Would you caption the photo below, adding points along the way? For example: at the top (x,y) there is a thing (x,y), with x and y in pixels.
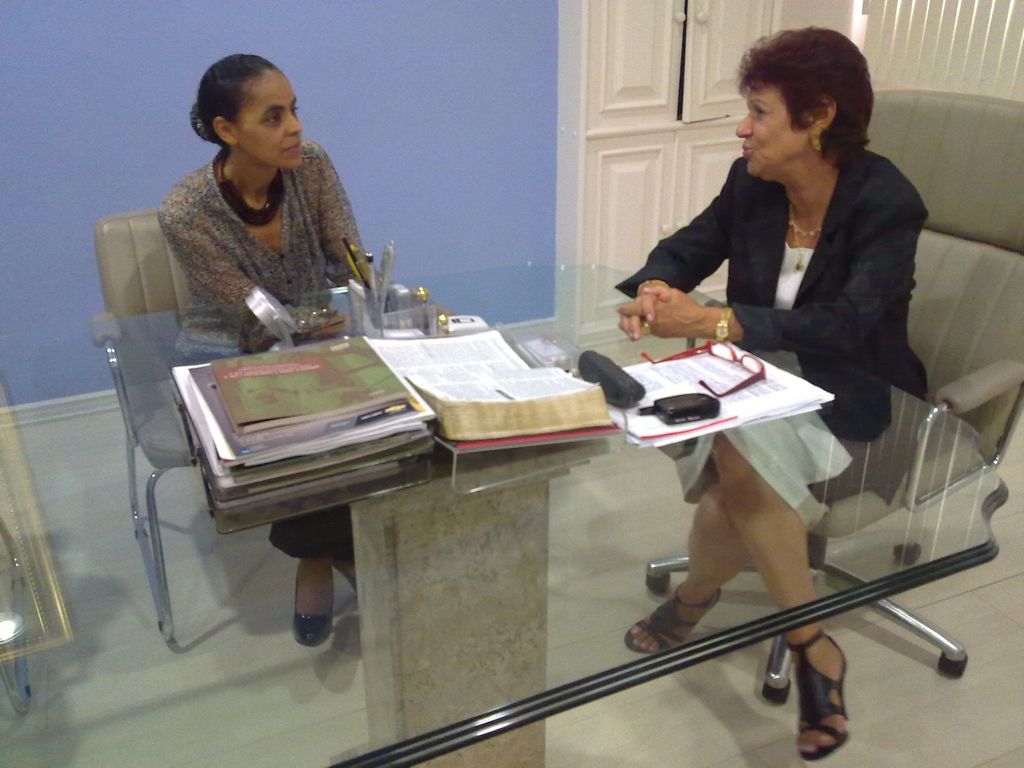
In this image I can see two people (305,260) sitting on the chairs (906,453). These people (263,240) are wearing the different color dresses (827,237). In-front of these people (213,322) I can see the files (350,444), books (406,438), papers (673,378), glasses (727,353), pouch (618,381) are on the table (497,653). In the background (382,96) I can see the blue color wall (504,57) and the door (650,29).
